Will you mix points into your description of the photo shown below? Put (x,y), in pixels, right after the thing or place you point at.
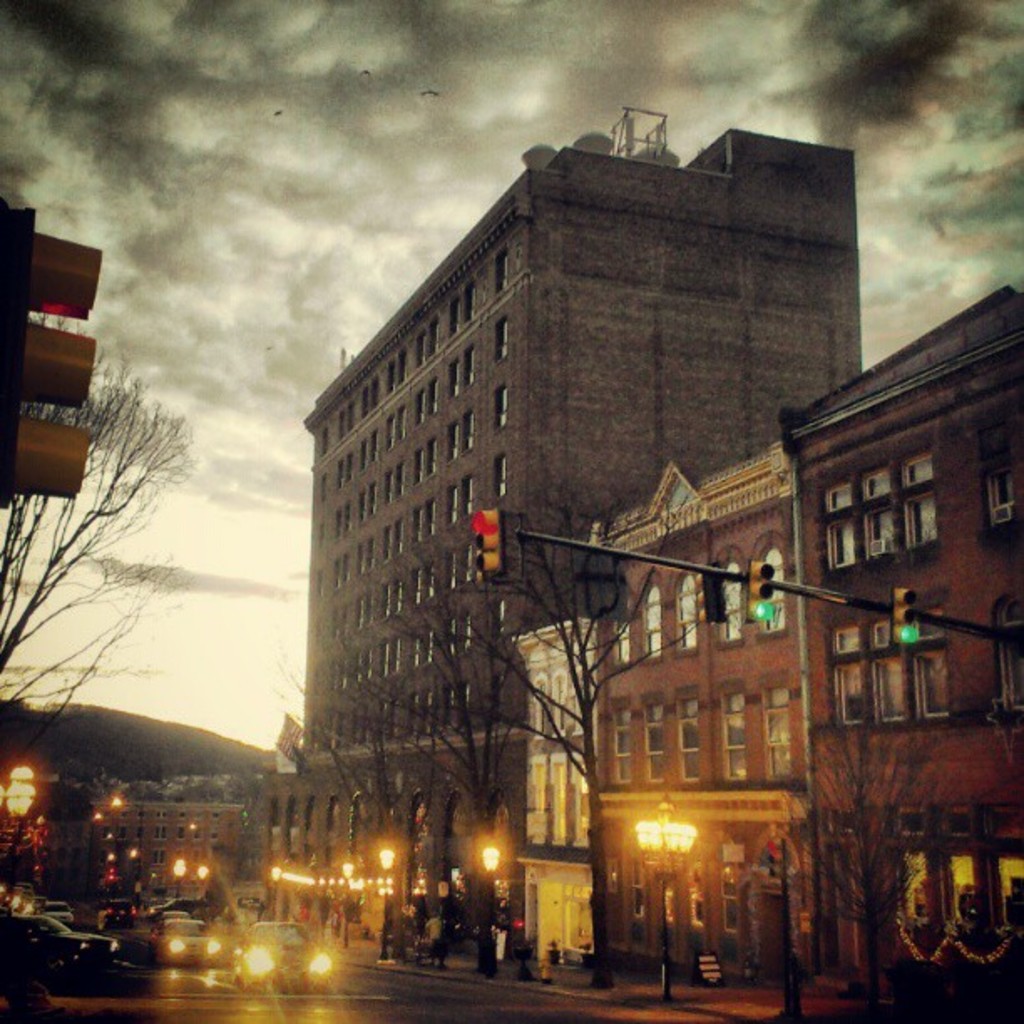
In this picture there are some cars (296,956) on the road (437,1017). Behind there is a dry trees (563,718) and signal pole (556,539). In the background (563,458) we can see a big building (558,592) with window glasses (732,749). On the top (217,244) there is a cloudy sky (218,263).
